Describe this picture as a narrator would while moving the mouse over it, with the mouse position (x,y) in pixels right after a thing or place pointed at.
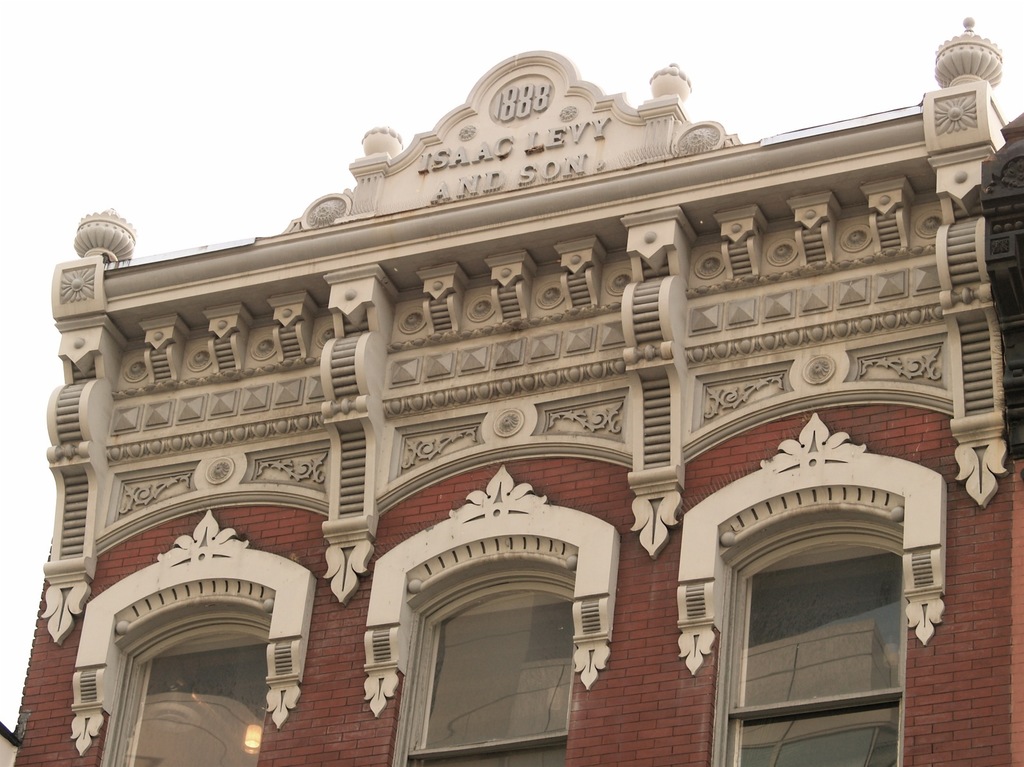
This is a building (455,688) with the windows (527,685). I can see the design (103,604), which is carved on the wall (805,383). This looks like a name (529,137) on the building (552,190).
